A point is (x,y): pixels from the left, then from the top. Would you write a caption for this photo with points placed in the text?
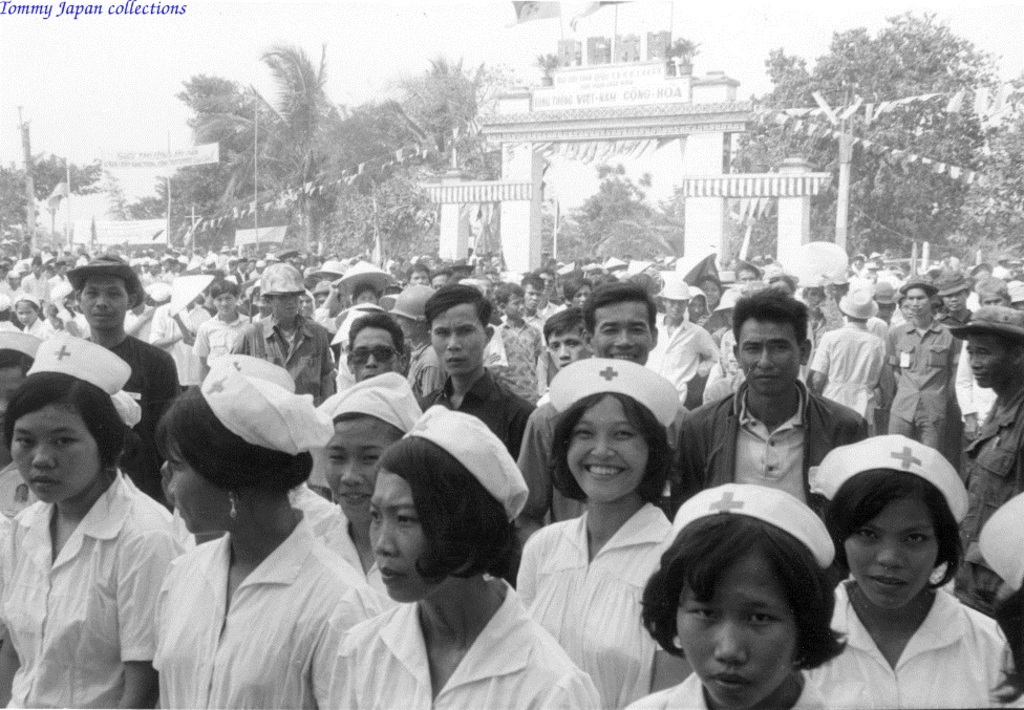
There are people (273,310) in the foreground area of the image (303,519) and there are trees (260,150), poles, poster (199,151), and an entrance poles (524,170) in the background area (507,169).
